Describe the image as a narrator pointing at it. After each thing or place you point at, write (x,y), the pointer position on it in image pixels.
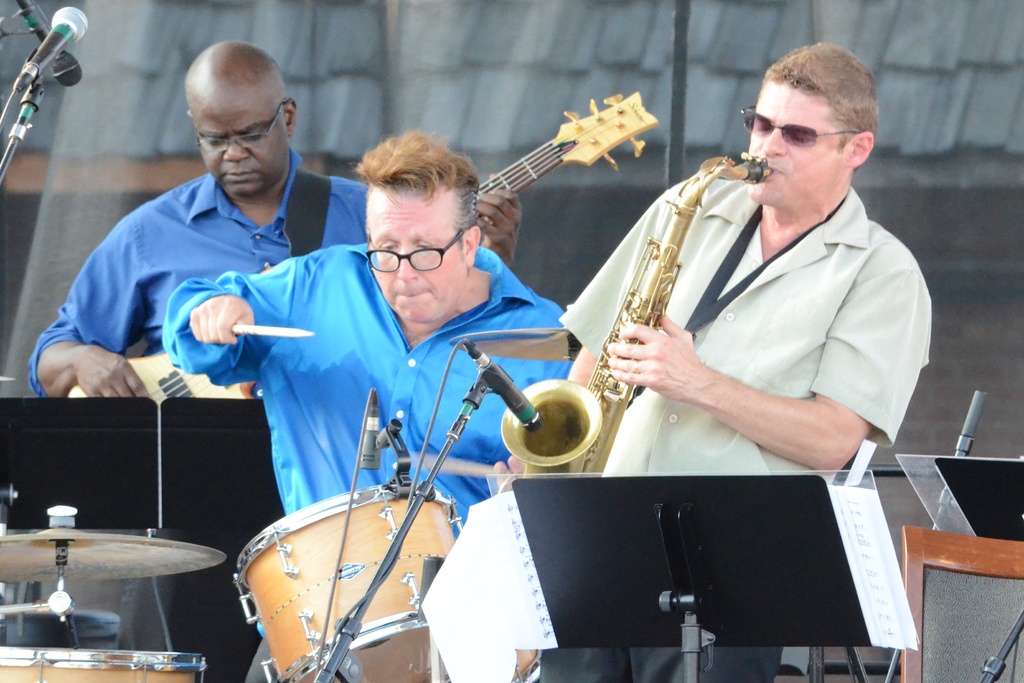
In this image we can see three persons (377,365) playing musical instruments (546,401), there are book stands (556,556) and a paper (472,554) on the book stand (798,587) and there are mic's (497,390) and a building (932,236) in the background (600,52).
